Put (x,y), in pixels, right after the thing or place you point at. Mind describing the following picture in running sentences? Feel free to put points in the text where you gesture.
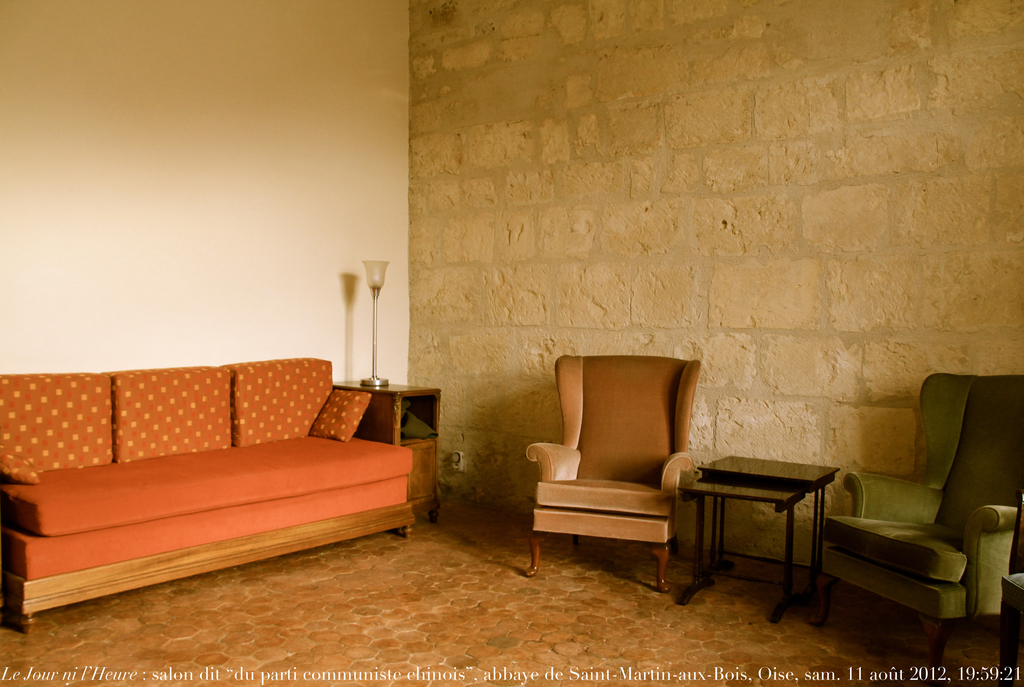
In this image i can see a couch (240,478), two chairs (643,514), a table (765,464) at the back ground (750,397) i can see a wall (690,170) and a lamp (372,282).
